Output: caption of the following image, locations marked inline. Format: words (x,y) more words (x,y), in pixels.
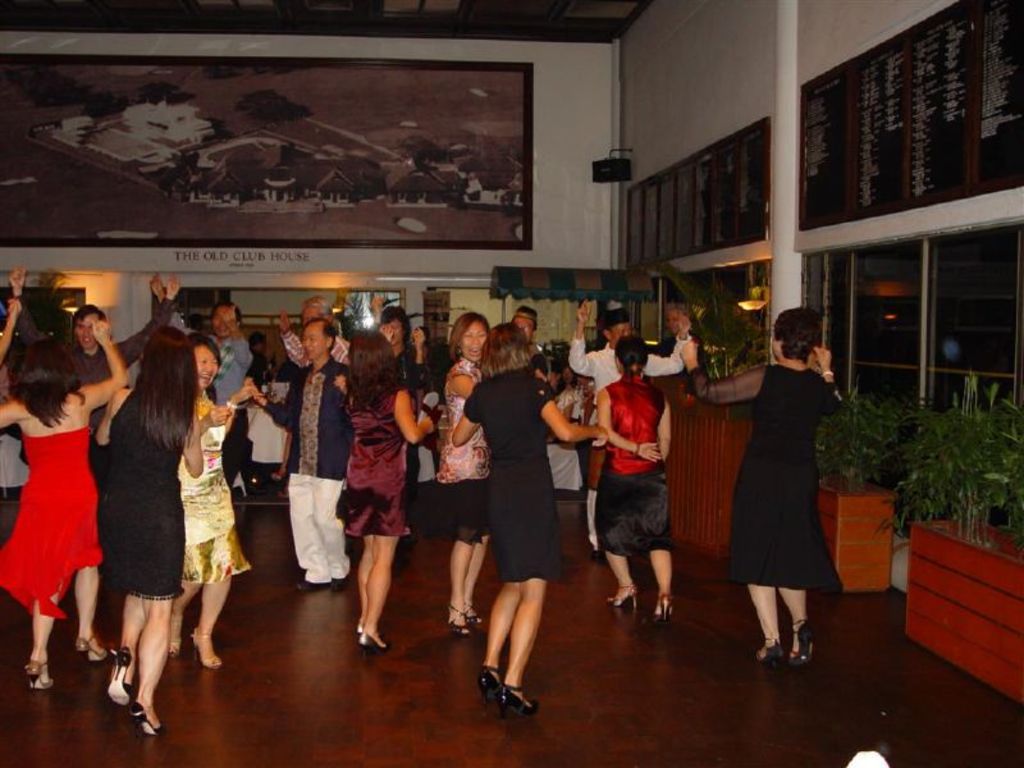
In this image few persons (392,496) are dancing on the floor (474,688). Right side of the image (963,636) there are few pots (861,516) having plants (930,503) in it. Behind the persons (646,397) there is a stall (570,284). A frame (328,135) is attached to the wall (146,261). A lamp (763,301) is attached to the wall (774,300) having windows (875,291).
